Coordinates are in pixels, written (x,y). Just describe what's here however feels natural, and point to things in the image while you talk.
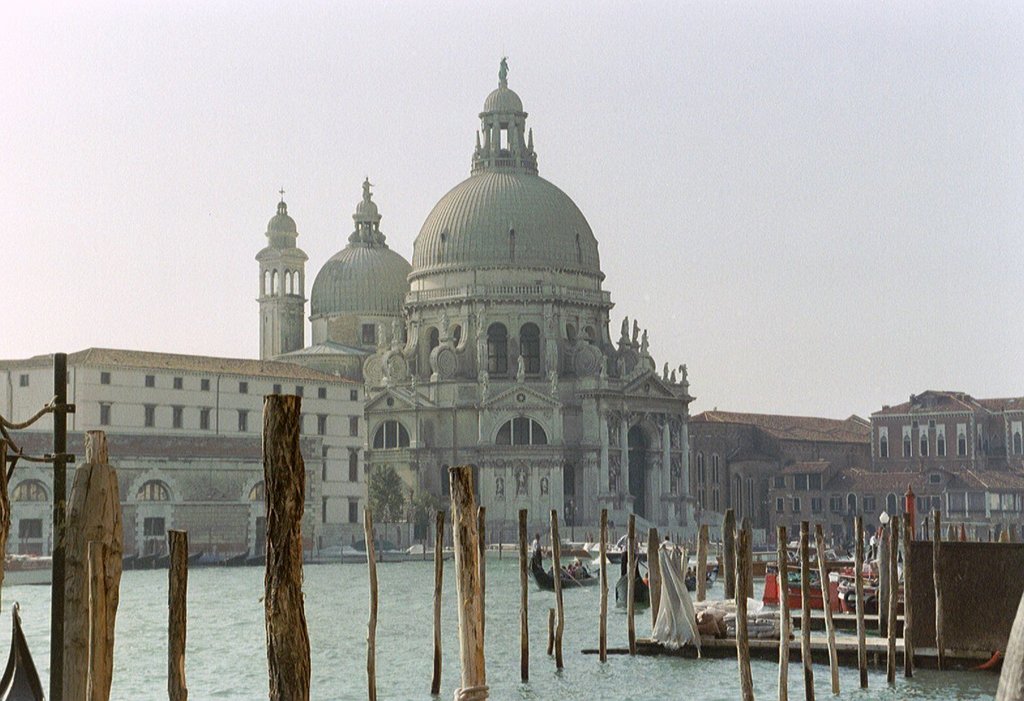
In this image we can see some buildings (431,237) with windows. We can also see a tree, some people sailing the boats (586,578) in a water body (425,635), some wooden poles (861,662), objects (759,614) placed on the deck (735,638) and the sky (787,111) which looks cloudy. On the left side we can see a metal pole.
